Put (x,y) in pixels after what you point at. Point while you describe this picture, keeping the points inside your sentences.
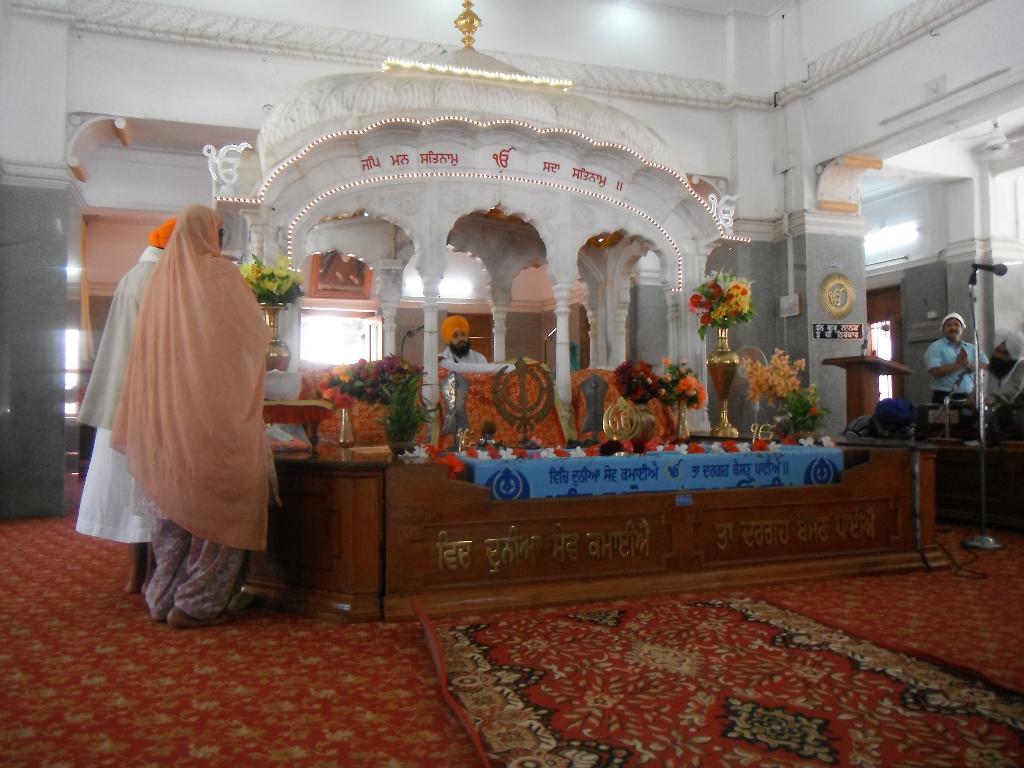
In this picture we can see the inside view of a building (27,224). There are people (269,461), a carpet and there are flower vases (371,386) on an object (835,443). On the right side of the image (895,372), there is a podium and there is a microphone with a stand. A person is sitting under an architecture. Behind the architecture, there are pillars (49,302) and a wall (148,218).
